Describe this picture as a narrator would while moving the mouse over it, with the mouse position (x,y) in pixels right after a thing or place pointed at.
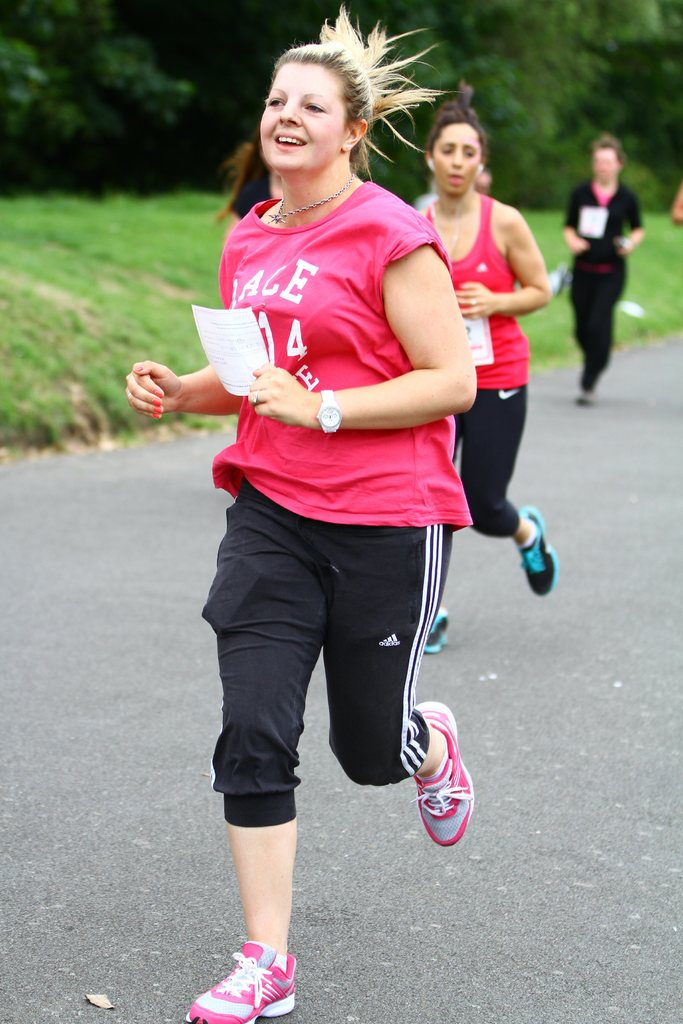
There is a lady (433,459) in the center of the image (381,535), by holding a paper (215,367) in her hand (257,371), it seems to be she is running and there are people (454,185) and greenery (371,167) in the background area (371,167).
